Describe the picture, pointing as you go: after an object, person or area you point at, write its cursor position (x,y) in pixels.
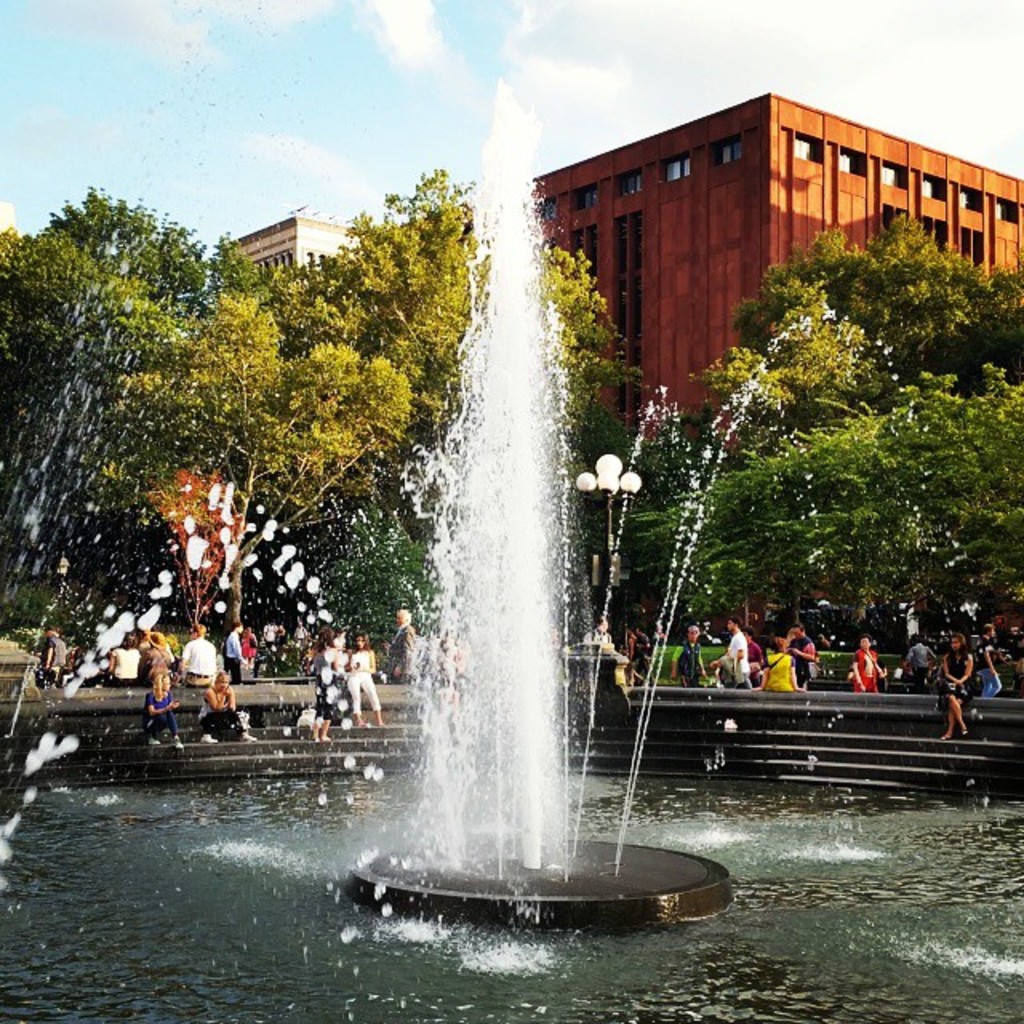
In this picture we can see a fountain (438,848), water (192,903), trees (815,489), buildings (719,212) and a group of people (169,669) where some are sitting on steps (342,746) and some are standing and in the background (172,118) we can see the sky (457,17) with clouds (508,44).
